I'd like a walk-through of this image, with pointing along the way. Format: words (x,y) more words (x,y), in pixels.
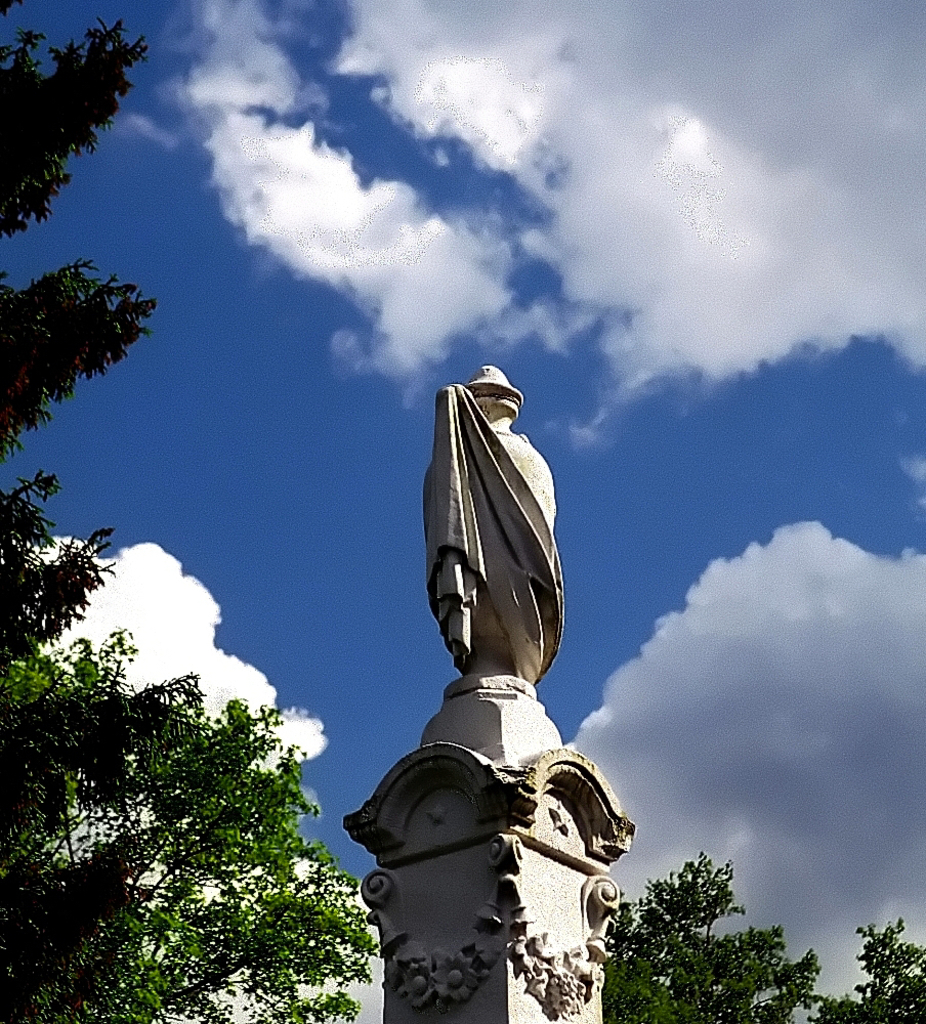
Here I can see a statue (480,535) on a pillar (475,884). At the back of it there are some trees (190,904). On the top of the image (226,317) I can see the sky (303,331) and clouds (704,185).
